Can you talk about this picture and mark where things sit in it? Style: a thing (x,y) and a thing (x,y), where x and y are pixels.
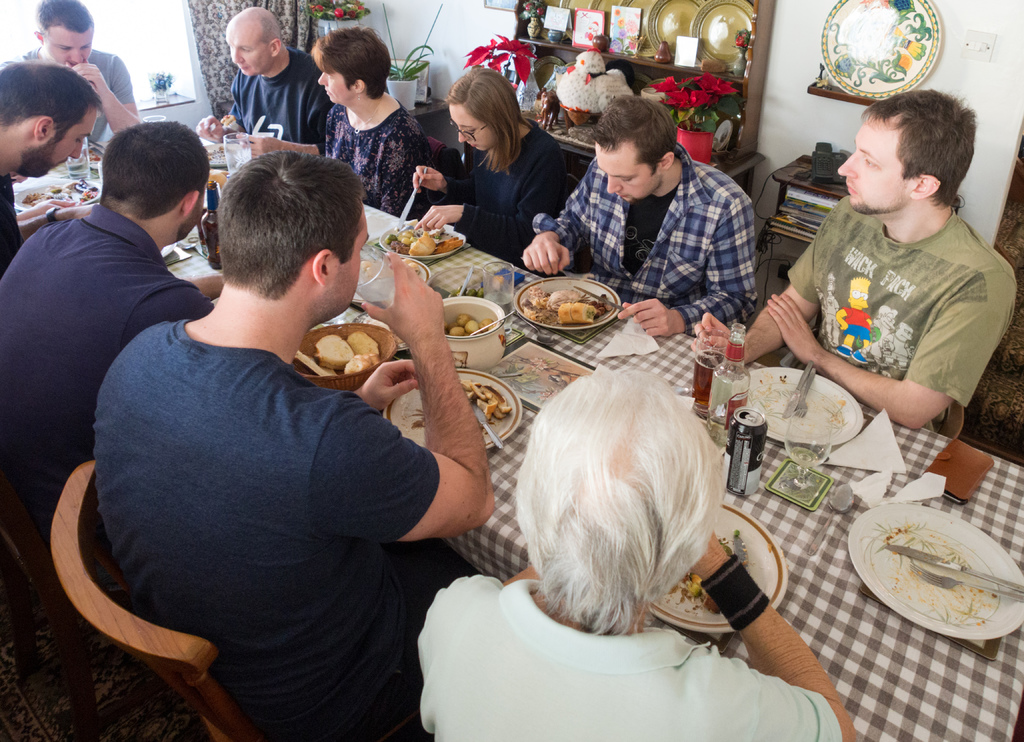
In this picture I can see number of people (609,264) who are sitting on chairs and there is a table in front of them on which there are number of food items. In the background (474,42) I see the white wall (1004,102) and there are few things (623,25) on the shelves (636,67) and on the top left of this image (295,11) I see few plants (362,16) and a curtain (297,25) near to the plants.
